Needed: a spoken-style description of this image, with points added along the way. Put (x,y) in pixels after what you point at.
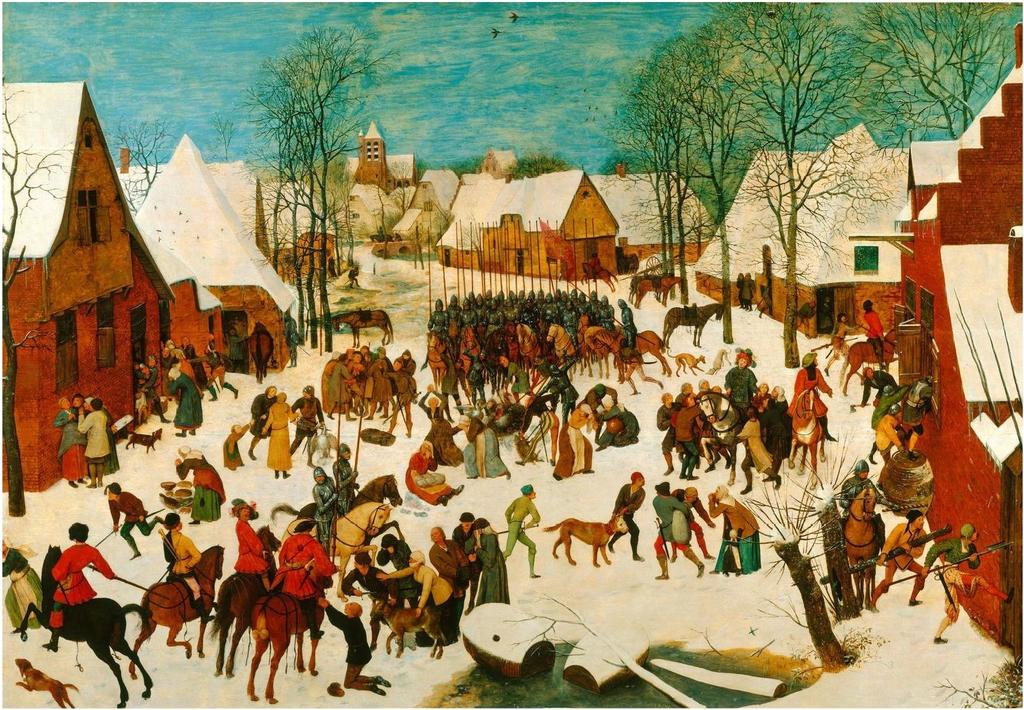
This image consists of a poster (703,565) with an art (263,275) on it. At the top of the image (401,56) there is the sky (402,56) with clouds (510,71). In the middle of the image (517,363) there are many people (656,498) standing on the ground (565,481) and a few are walking. Many people (85,594) are riding on the horses (92,607) and there are a few animals (608,543) on the ground (713,323). On the left (82,292) and right sides of the image there are a few houses (89,285) with walls (981,525), windows (110,354), roofs (893,216) and doors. There are a few trees (343,118).
